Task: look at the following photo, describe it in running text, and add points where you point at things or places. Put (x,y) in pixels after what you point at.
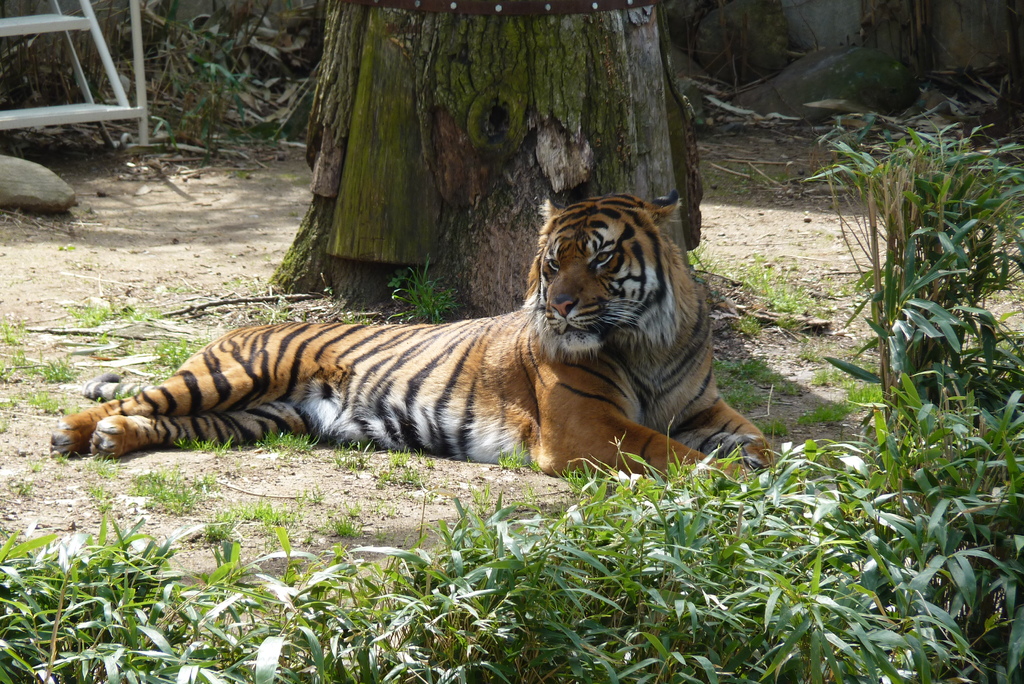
In this picture I can see a tiger (579,407) laying on the ground (731,400), there are plants (921,182), there is tree trunk (357,152), it looks like a staircase (80,120).
